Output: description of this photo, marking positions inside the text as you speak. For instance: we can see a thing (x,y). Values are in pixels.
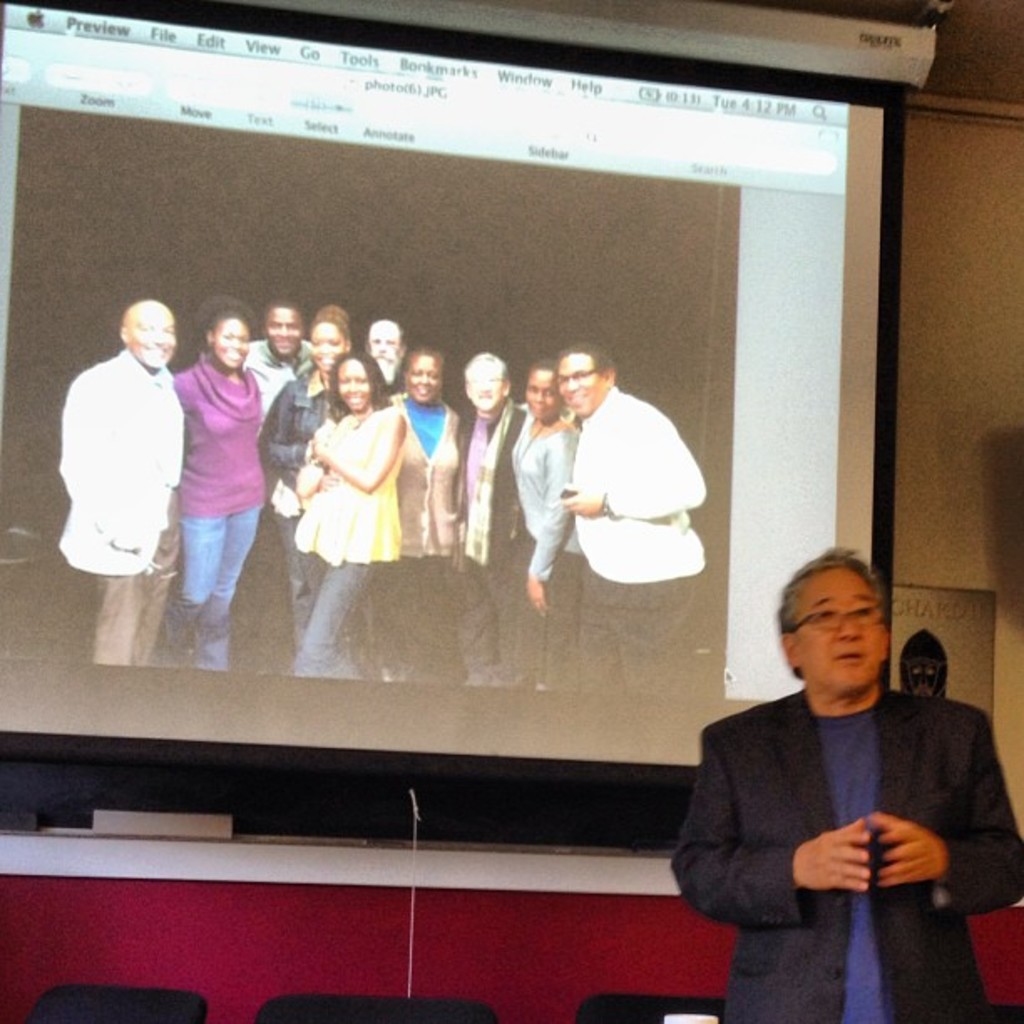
On the right side (918,943) a man (894,915) is standing, he wore coat (793,808), t-shirt (867,897). In the middle (623,582) it is a projected image (571,382). In this a group of people (609,565) are standing and smiling.
